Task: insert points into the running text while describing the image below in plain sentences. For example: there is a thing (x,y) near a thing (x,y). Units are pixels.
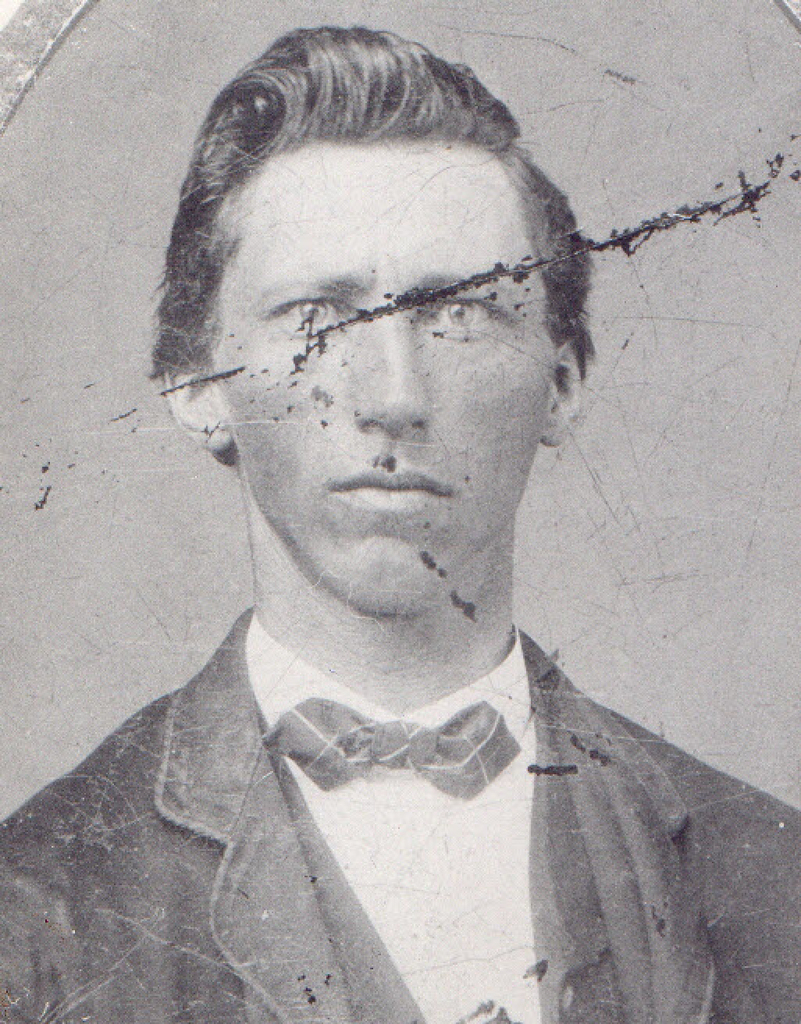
This is an old black and white image. I can see the man (415,798) with suit (96,923), shirt (379,791) and a bow (384,756).
